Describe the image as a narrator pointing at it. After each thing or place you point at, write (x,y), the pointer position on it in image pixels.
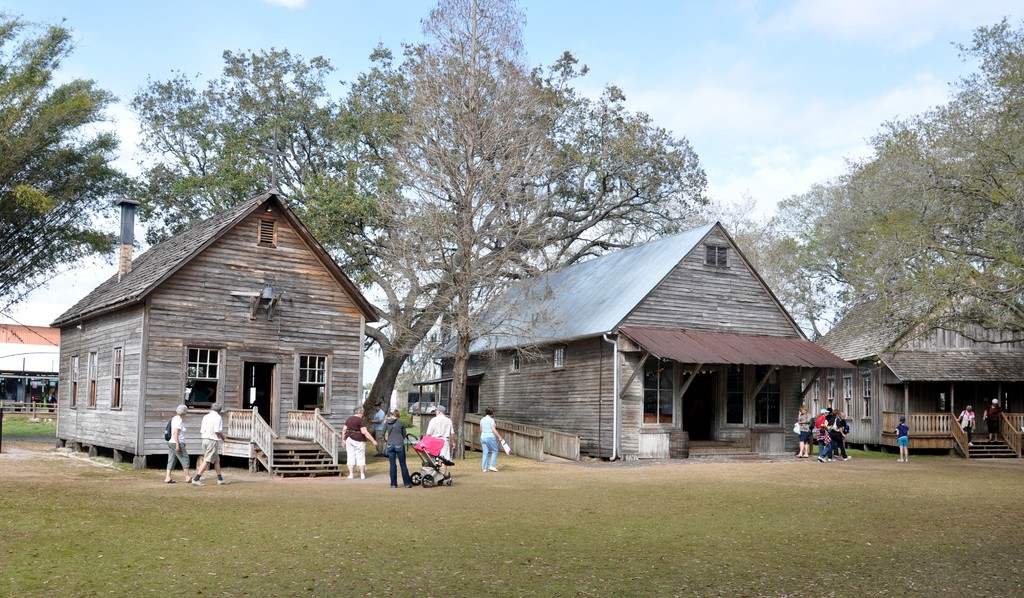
In the background (648,71) we can see the clouds (926,53) in the sky (651,34), trees (959,178). In this picture we can see the wooden houses (198,289), staircases (986,436) and a railing (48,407). We can see the people (397,436). We can see a baby trolley chair (439,448). On the right side of the picture (1000,408) we can see the people (997,424) on the stairs (999,446). At the bottom portion of the picture (721,555) we can see the grass (705,580) on the ground (705,580).
